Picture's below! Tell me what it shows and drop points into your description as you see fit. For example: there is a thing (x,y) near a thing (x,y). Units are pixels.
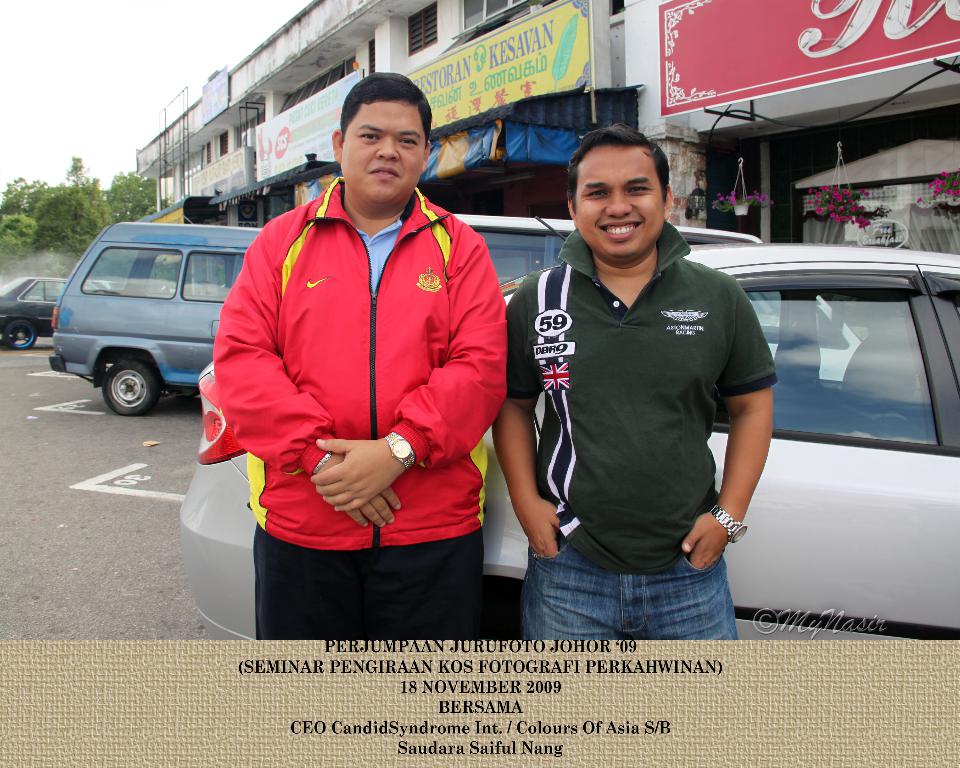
In the center of the image (480,282) there are two persons (458,390) standing. In the background of the image (62,341) there are vehicles (110,275) on the road (123,466). There are buildings (677,131), trees (119,186). At the bottom of the image (392,672) there is text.
